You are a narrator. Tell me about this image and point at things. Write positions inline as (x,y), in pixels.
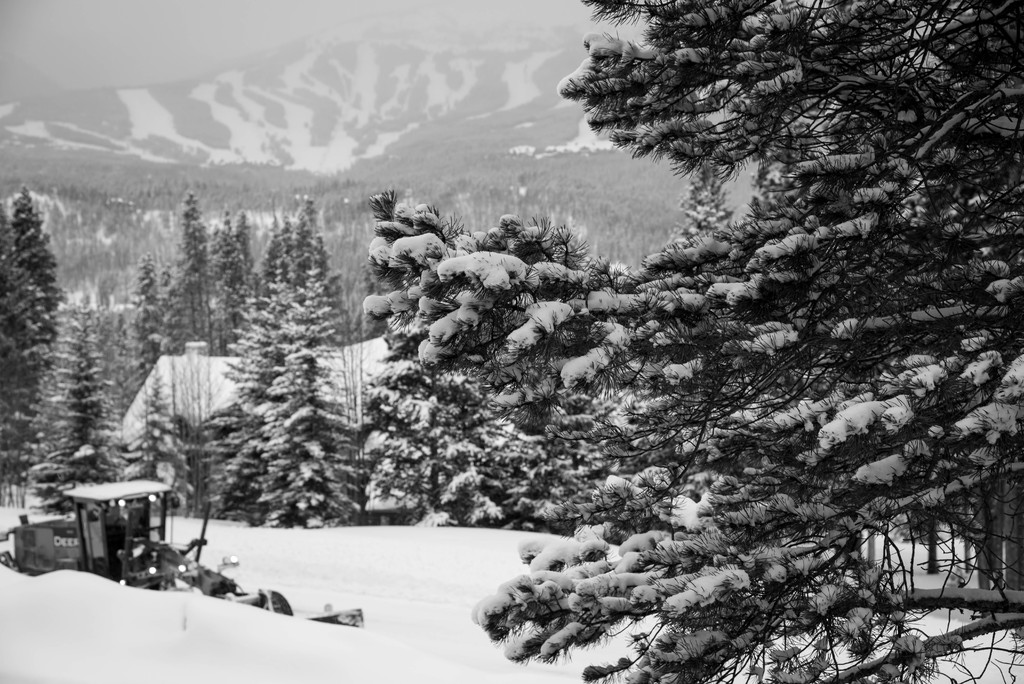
In this image we can see a black and white picture of a vehicle (170,580) parked in the snow (312,612). In the background (131,87), we can see a group of trees (593,303), mountains (231,101) and the sky (161,49).
